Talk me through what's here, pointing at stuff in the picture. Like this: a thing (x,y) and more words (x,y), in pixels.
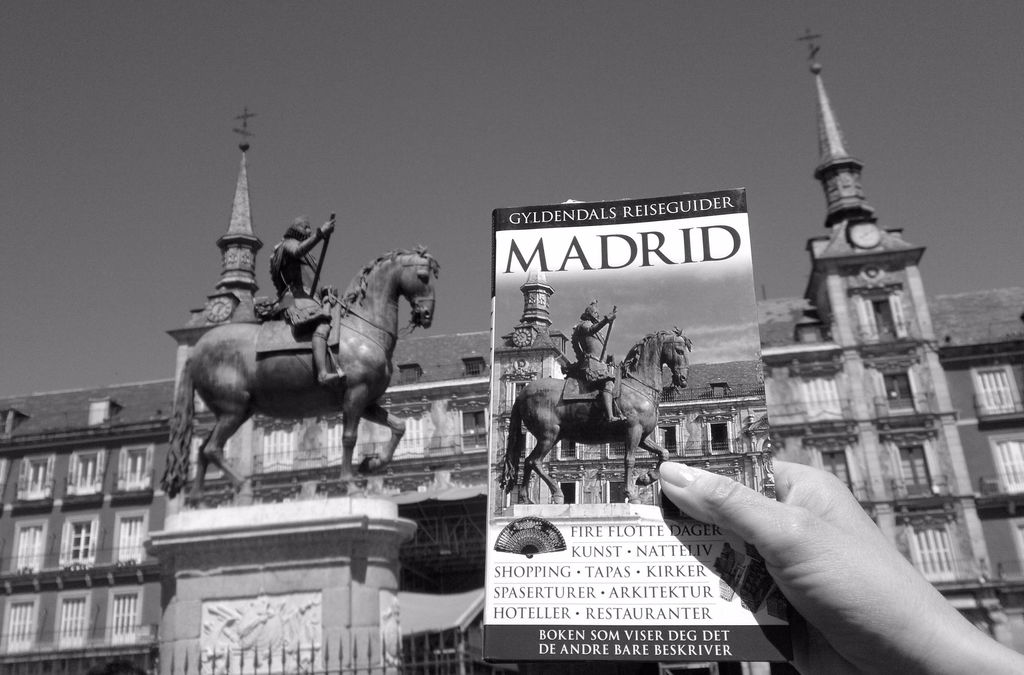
In this picture there is a building (887,345) in the background area of the image (232,263) and there are clock towers (813,279) in the image and there are windows (43,539) on it, there is a statue (268,412) in front of the building (477,395) and there is a pamphlet (623,340), which contains same building photograph (538,413) on it.
